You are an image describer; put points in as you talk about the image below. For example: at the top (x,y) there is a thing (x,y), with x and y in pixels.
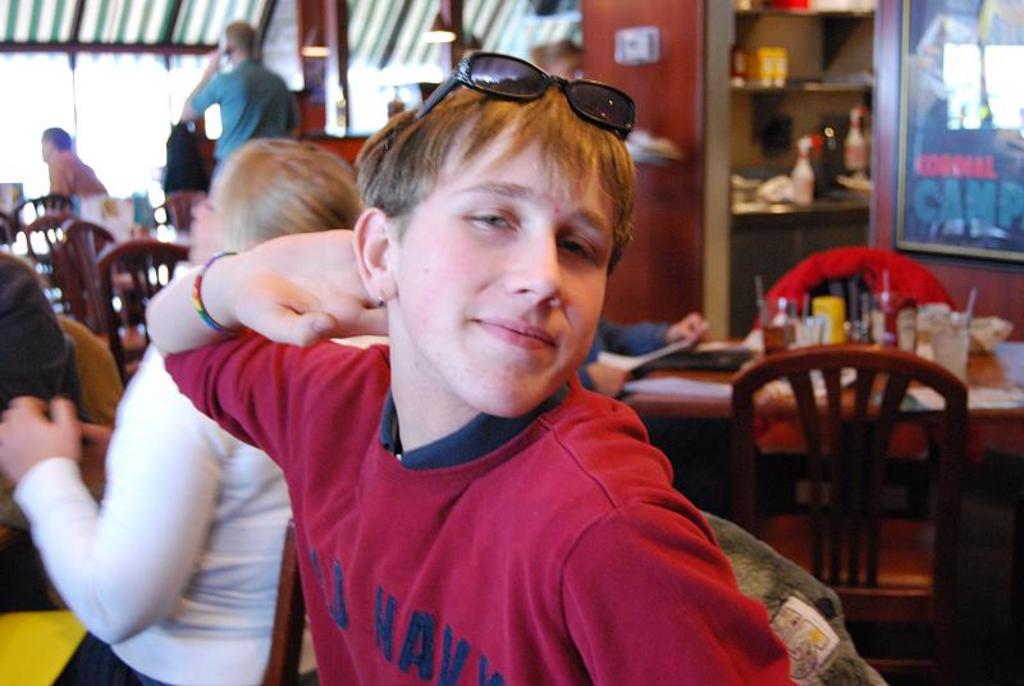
In this picture we can see a man (397,401) wore goggle (508,57) and smiling and at back of him we can see a woman (287,213) sitting on chair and in the background (964,340) we can see table (668,377) and on table (877,386) we have glass (949,335), bottle (884,324) and some persons (246,132) are standing, wall (680,89), rack (766,93), sun shade (366,16), pillar (330,55).
